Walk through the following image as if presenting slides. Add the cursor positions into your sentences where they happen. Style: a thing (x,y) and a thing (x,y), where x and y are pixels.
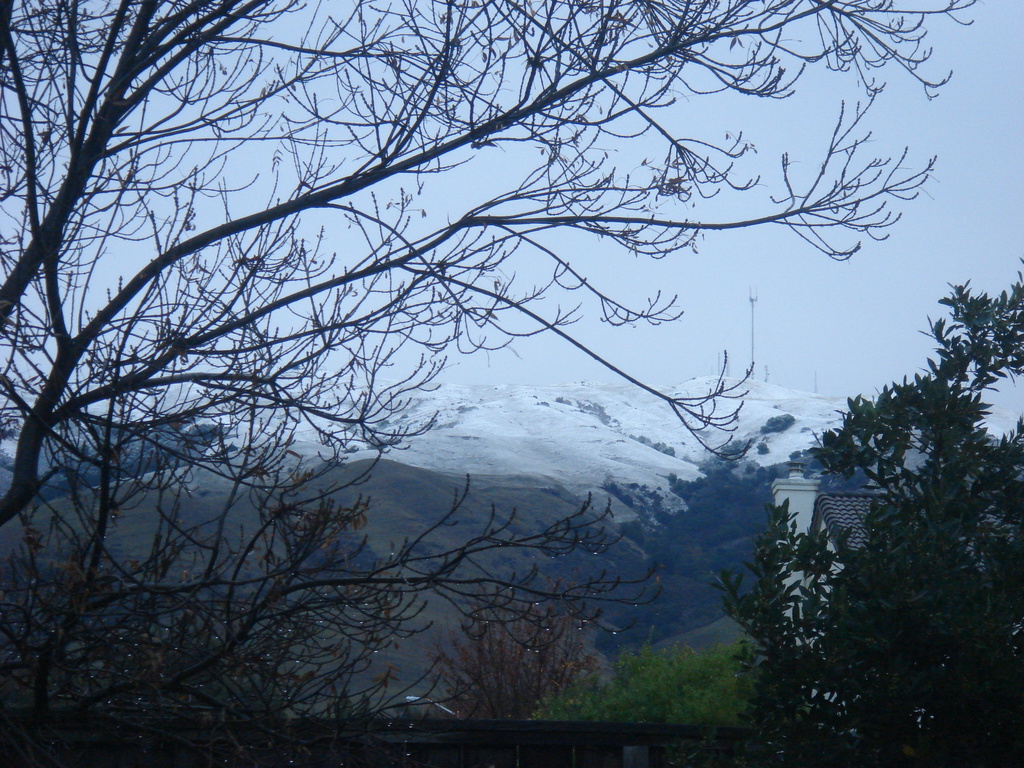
In this image there are trees (970,733), in the middle (470,421) there are mountains (639,472) with the snow (585,424). At the top (641,205) it is the cloudy sky (772,268).
